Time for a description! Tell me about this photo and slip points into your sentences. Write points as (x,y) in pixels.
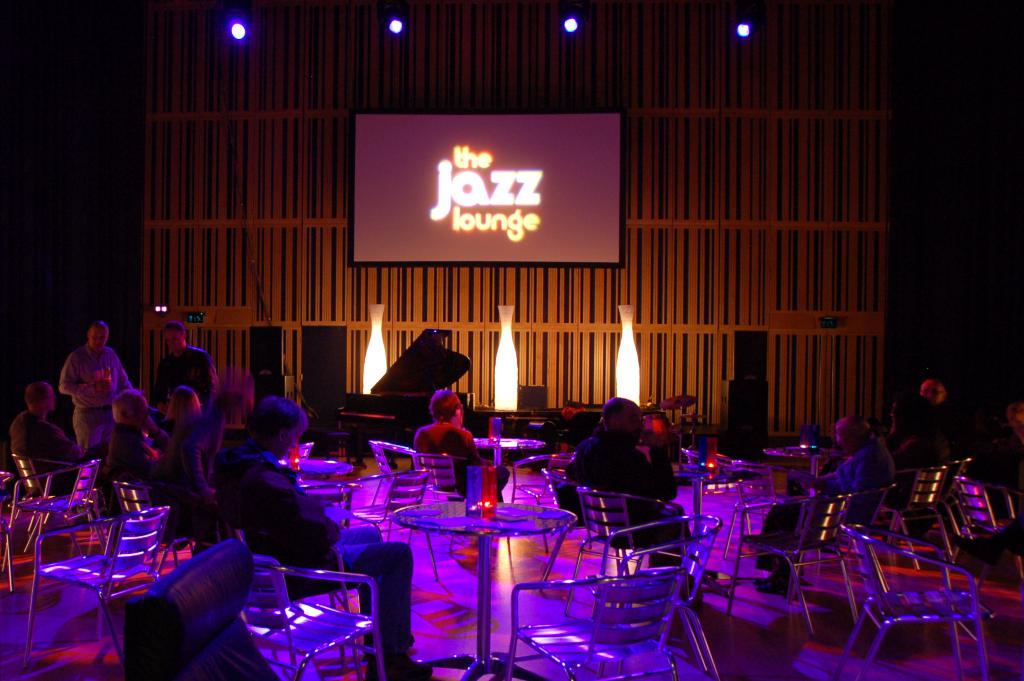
in this picture there are people (649,507) sitting they have a table (533,521) in front of them, there are empty chairs (627,596) and light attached to the ceiling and there is a television (449,216) attached to the wall (301,216).
